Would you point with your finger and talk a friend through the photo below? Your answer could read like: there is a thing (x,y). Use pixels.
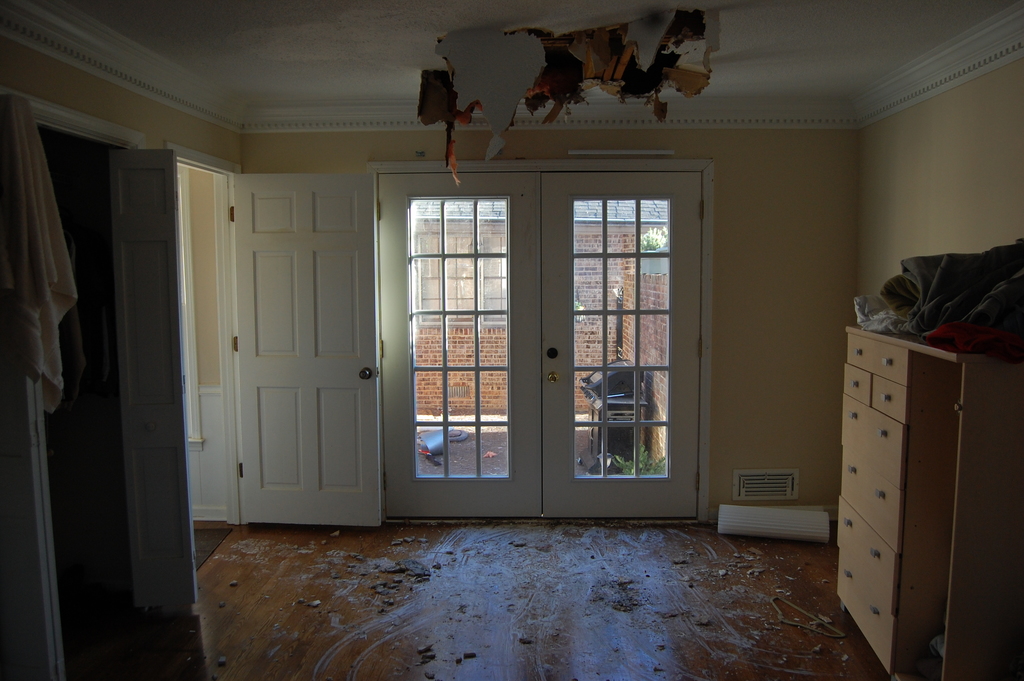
In this picture we can see a few blankets (918,328) on a wooden desk (938,564) on the right side (1018,272). There is a white sheet (730,520) on the floor (302,538). There is a white cloth (24,253) on the left side (24,253). We can see a ceiling cracks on the roof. There is a machine (586,378). We can see a house (484,202) in the background (432,262).
